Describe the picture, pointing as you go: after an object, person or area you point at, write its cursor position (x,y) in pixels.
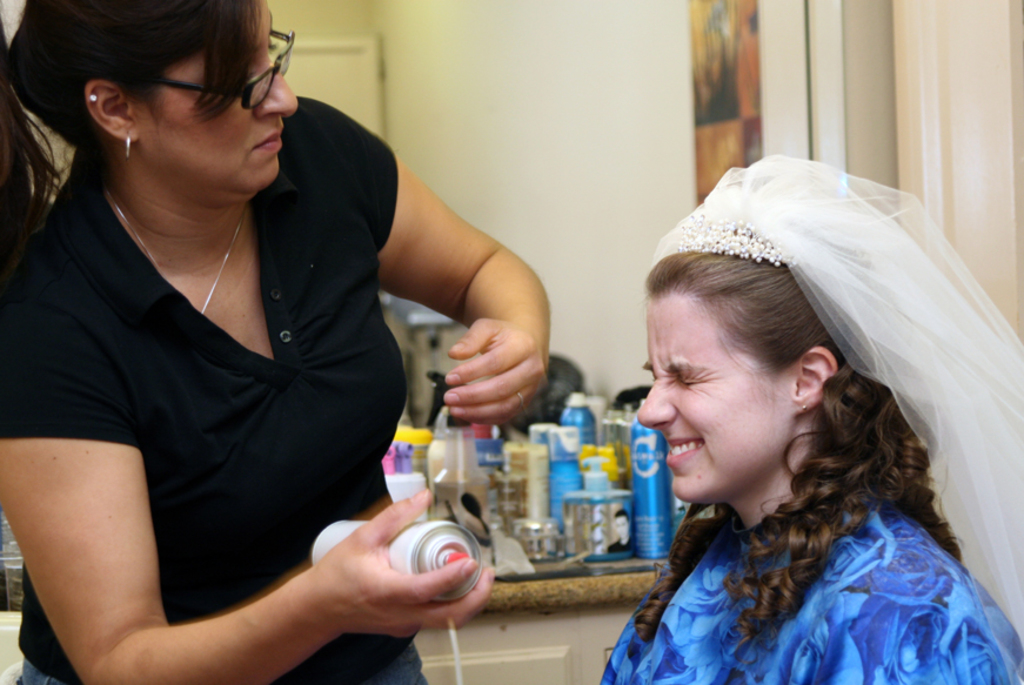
On the right side (786,502) there is a woman (793,594) wearing blue color dress (760,658) and closing her eyes (683,379). On the left side (169,380) a woman (169,380) wearing black color dress (196,442), standing, holding a bottle (455,546) in the hand (351,561) and looking at this woman (723,432). In the background (528,442) there are few bottles (537,475) and other objects (510,534) are placed on a table (641,587). At the top (600,102), I can see the wall (551,104) and a poster (714,49) is attached to this wall (624,63).
